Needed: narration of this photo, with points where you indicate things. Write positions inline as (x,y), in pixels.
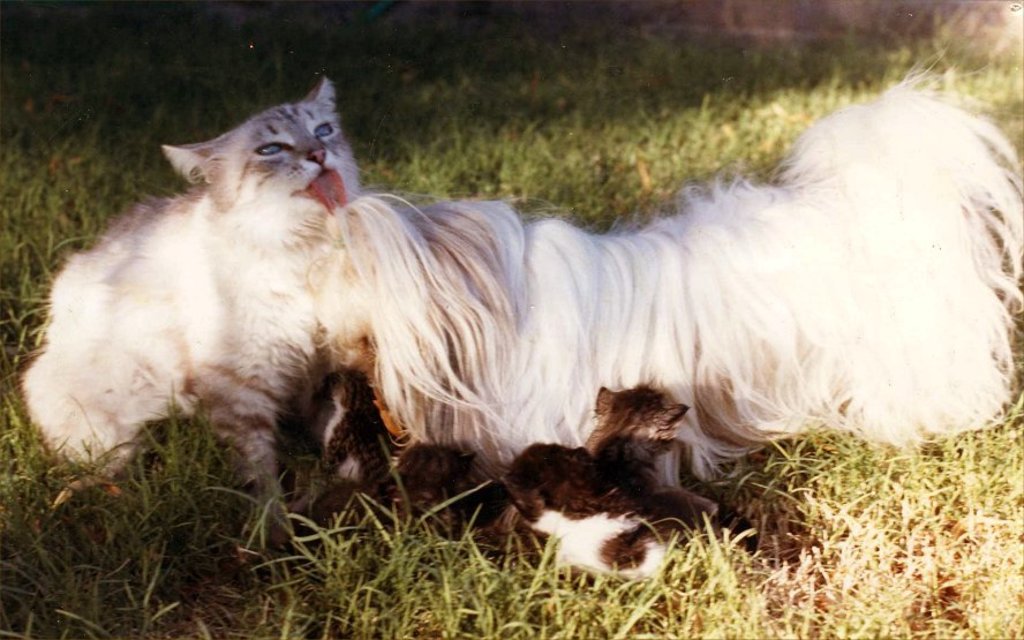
In this image we can see cat (311,184), dog (817,234) and kittens (693,509) on the ground (286,549).
